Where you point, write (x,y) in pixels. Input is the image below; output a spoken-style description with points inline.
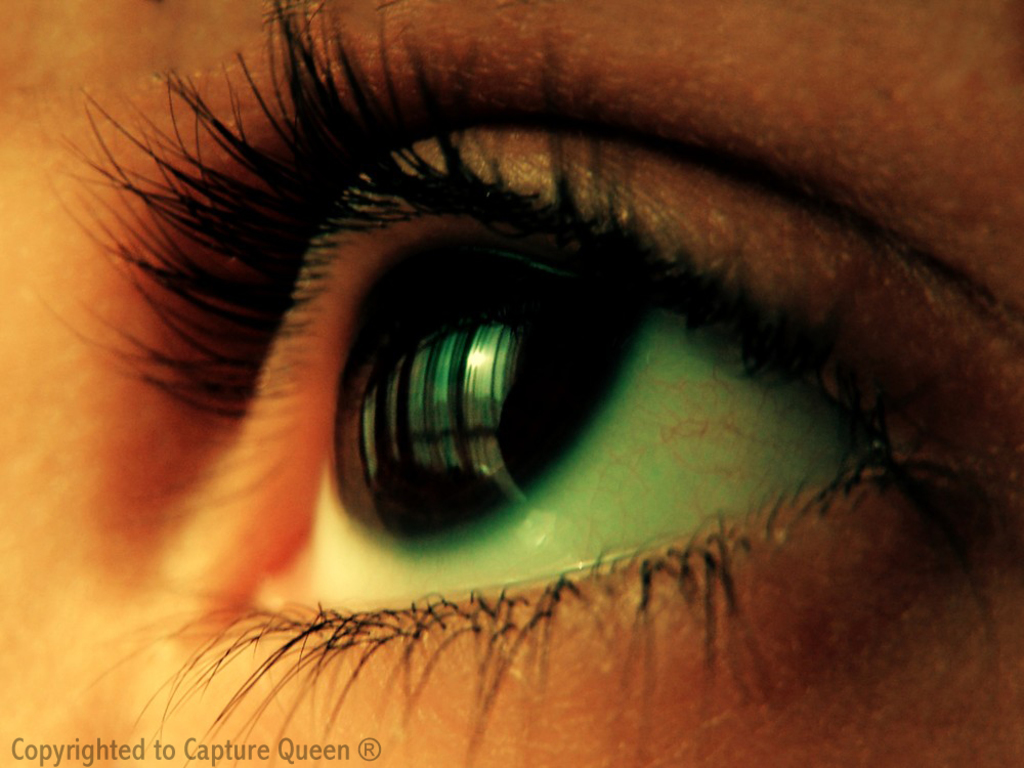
In this picture I can see an eye (257,187) of a person (282,625), and there is a watermark (86,756) on the image.
